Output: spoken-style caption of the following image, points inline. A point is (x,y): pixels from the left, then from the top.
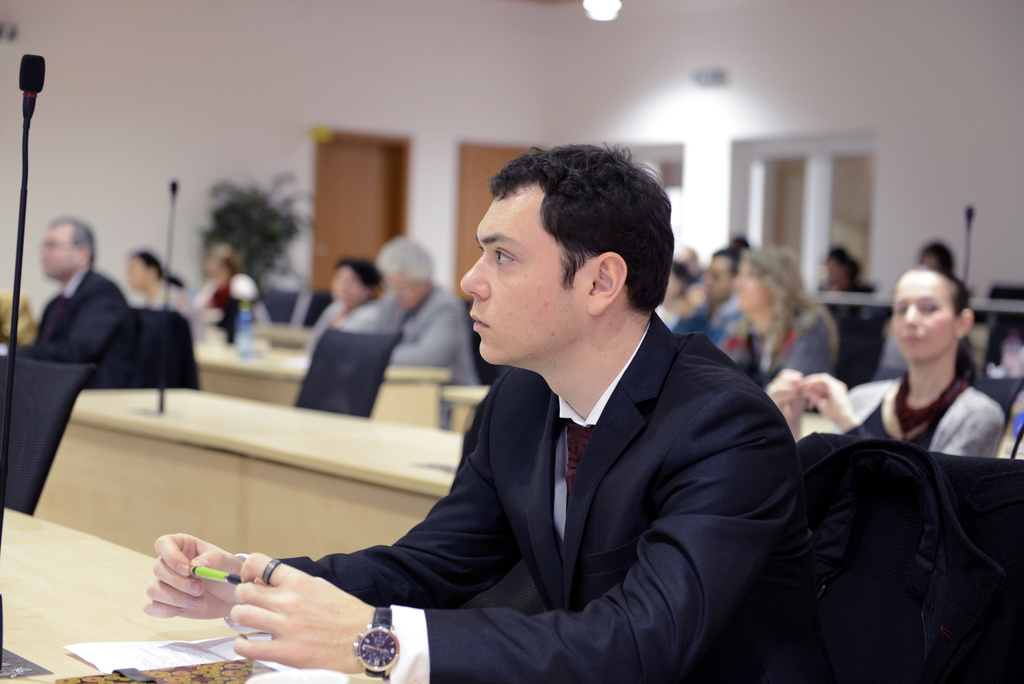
In this image I can see the group of people (649,288) with different color dresses (541,564). I can see these people (351,587) are sitting in-front of the tables (140,603). On the tables (87,602) I can see the papers (134,644), mics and few more objects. In the background (201,270) I can see the plant (243,257), doors (402,200) and the wall (481,78). I can see the light (603,8) at the top (588,8).
